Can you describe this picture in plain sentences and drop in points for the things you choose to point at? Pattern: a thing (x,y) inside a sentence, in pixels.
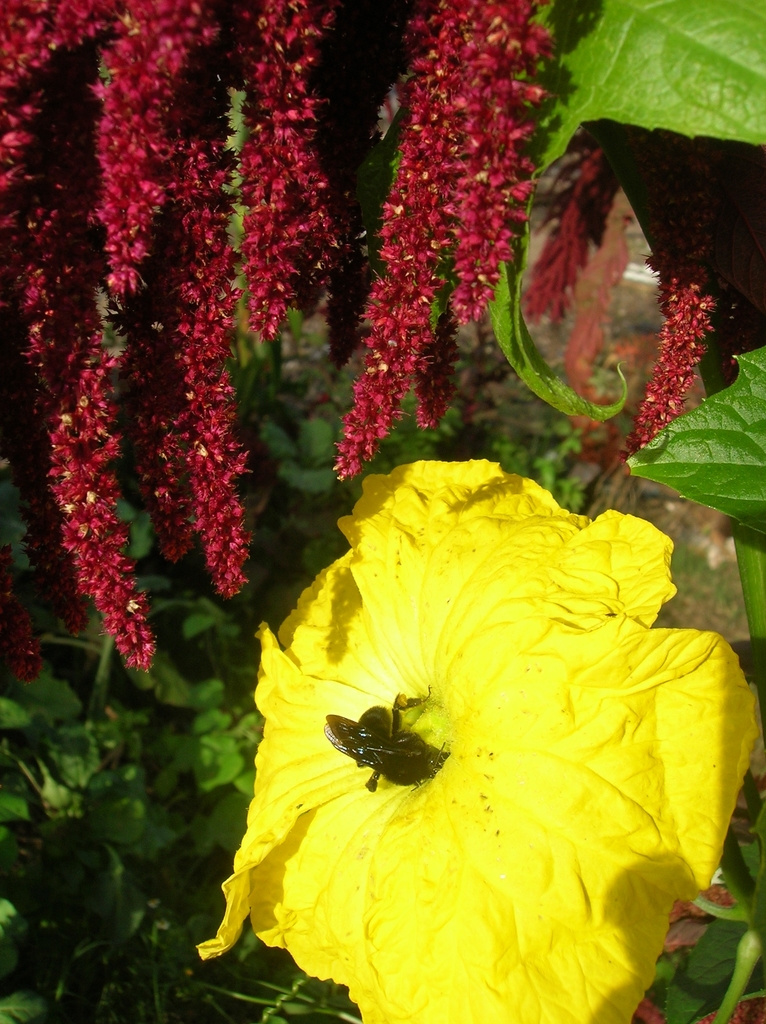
There are flowers (473,573) and plants (655,53). There is an insect (396,756) on a yellow flower (424,736).
